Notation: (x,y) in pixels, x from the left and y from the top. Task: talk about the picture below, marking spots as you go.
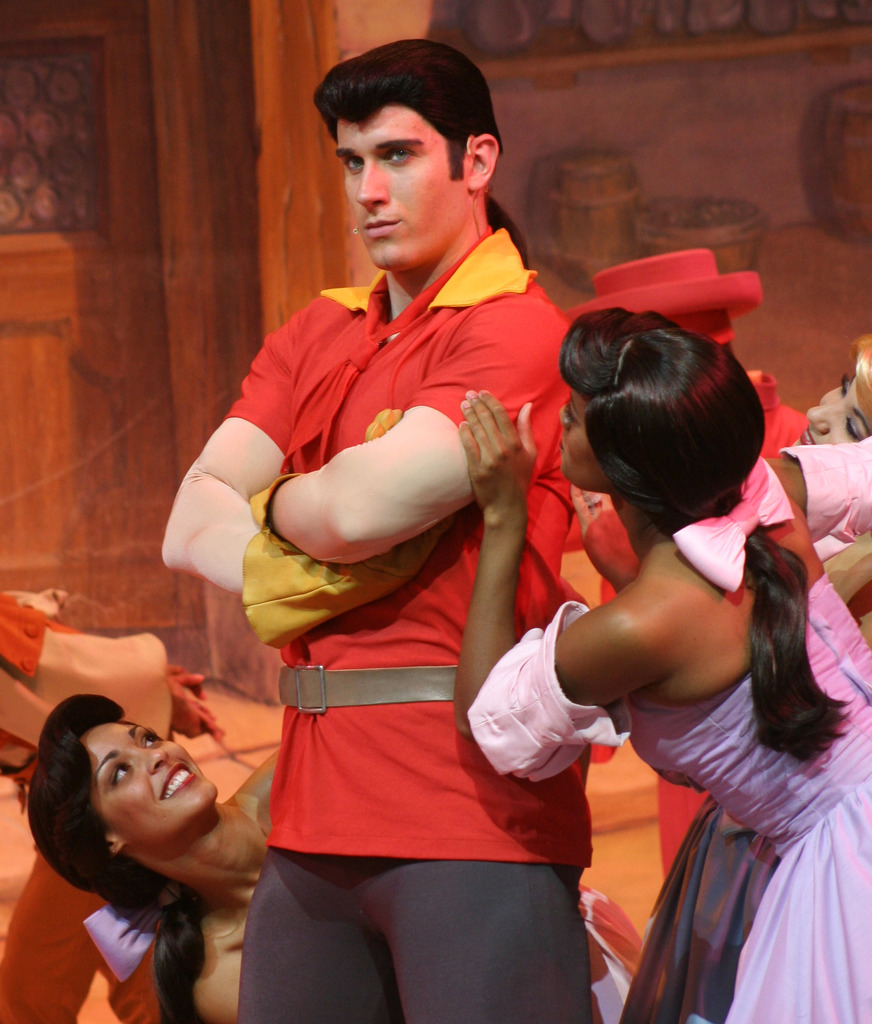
In the picture I can see a man (300,525) in the center (343,455) and he is wearing a red color T-shirt (453,343). I can see a woman (47,814) on the bottom left side (224,887) and there is a smile on her face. I can see two women (726,577) on the right side (697,534). It is looking like a wooden door (16,238) on the top left side (75,247). I can see the paintings (667,239) of wooden drums (705,228) on the wall (835,133) on the top right side of the picture (835,161).
